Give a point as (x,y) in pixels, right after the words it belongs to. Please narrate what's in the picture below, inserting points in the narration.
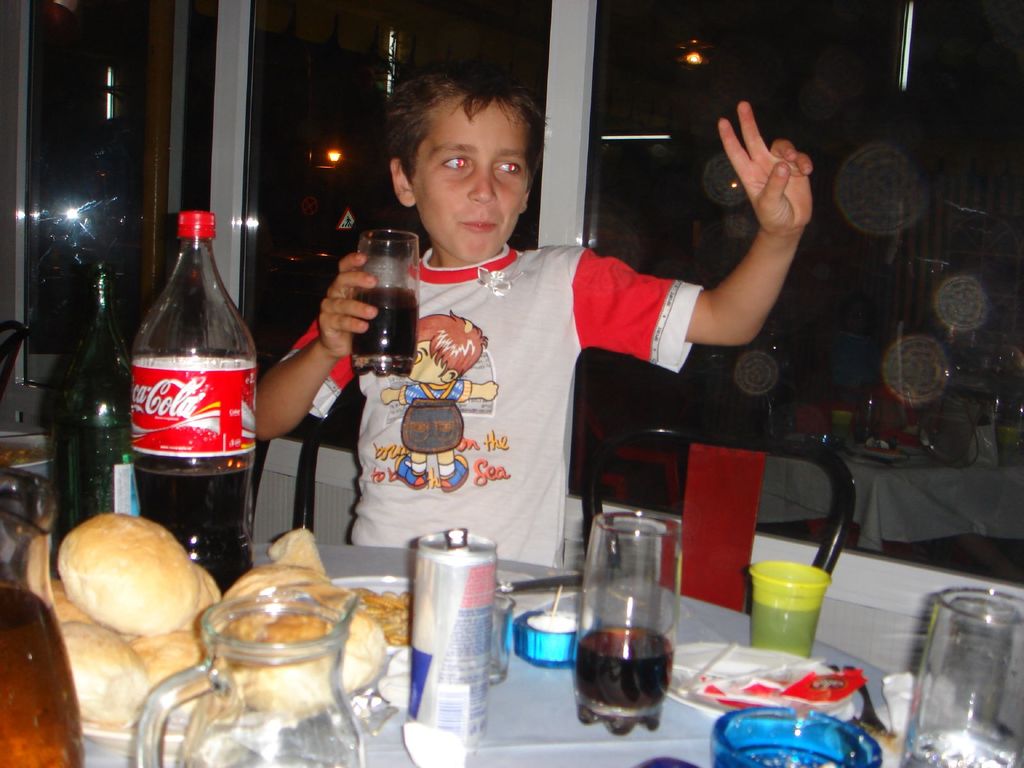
There is a boy (487,405) in this picture holding a glass (380,329) in his hands (352,321). He is standing. In front of him there is a table (495,750) on which some food items (170,610), glass jars (246,647), tins (437,711) and some plates (688,677) along with some bottles (215,520) were placed. In the background (877,111), there is a glass (710,34) here.
